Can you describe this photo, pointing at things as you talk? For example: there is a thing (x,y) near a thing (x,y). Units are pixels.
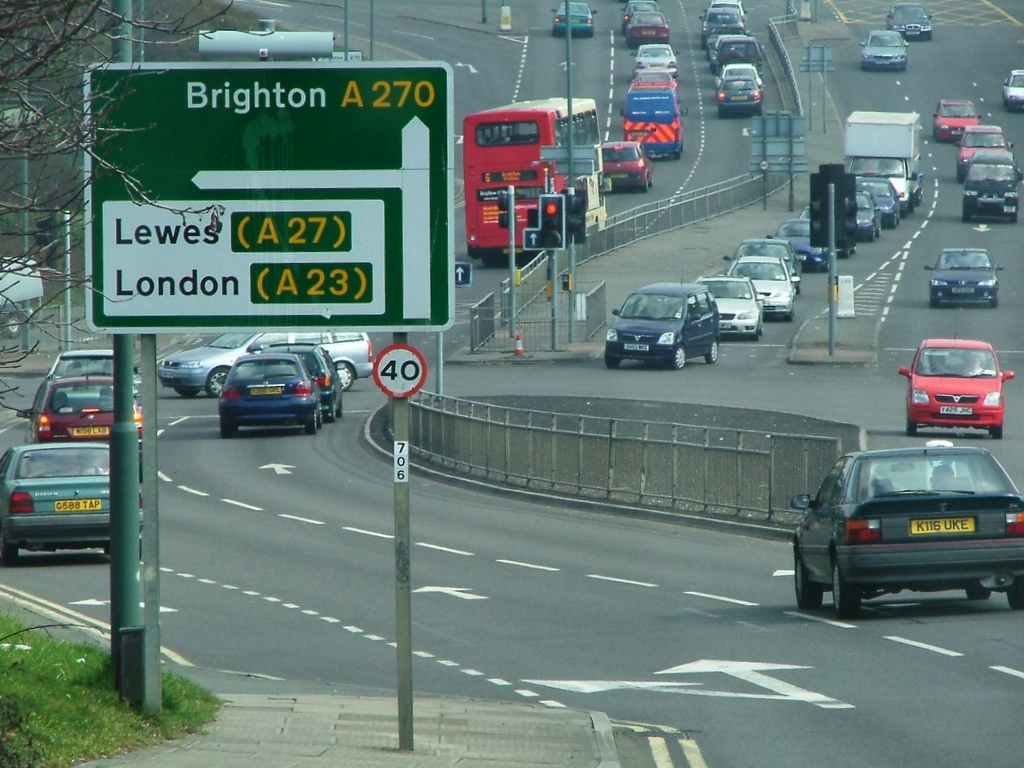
This image consists of fleets of vehicles (161,378) on the road (723,544), fence (663,213), boards (403,448), grass (91,694), pillars (405,338), light poles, trees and stoppers (523,350). This image is taken may be during a day.
